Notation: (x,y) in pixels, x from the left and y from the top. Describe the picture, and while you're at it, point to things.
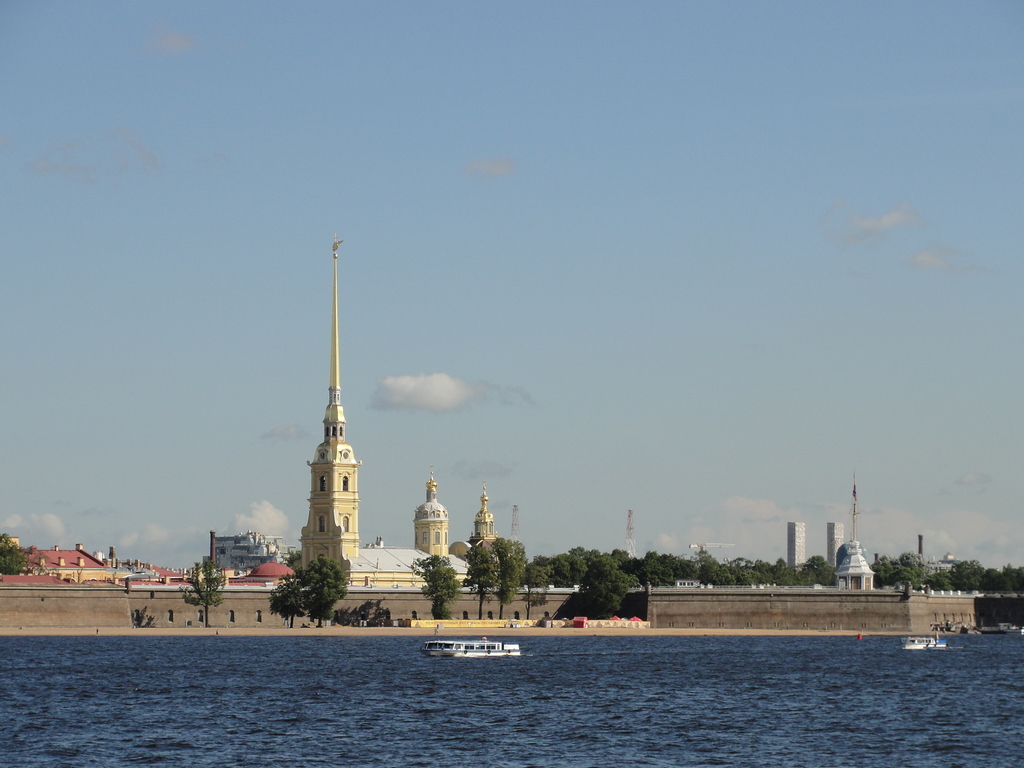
In this image there are boats (459,647) on the water (532,646), and in the background (451,520) there are trees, buildings (358,560), sky (694,445).
